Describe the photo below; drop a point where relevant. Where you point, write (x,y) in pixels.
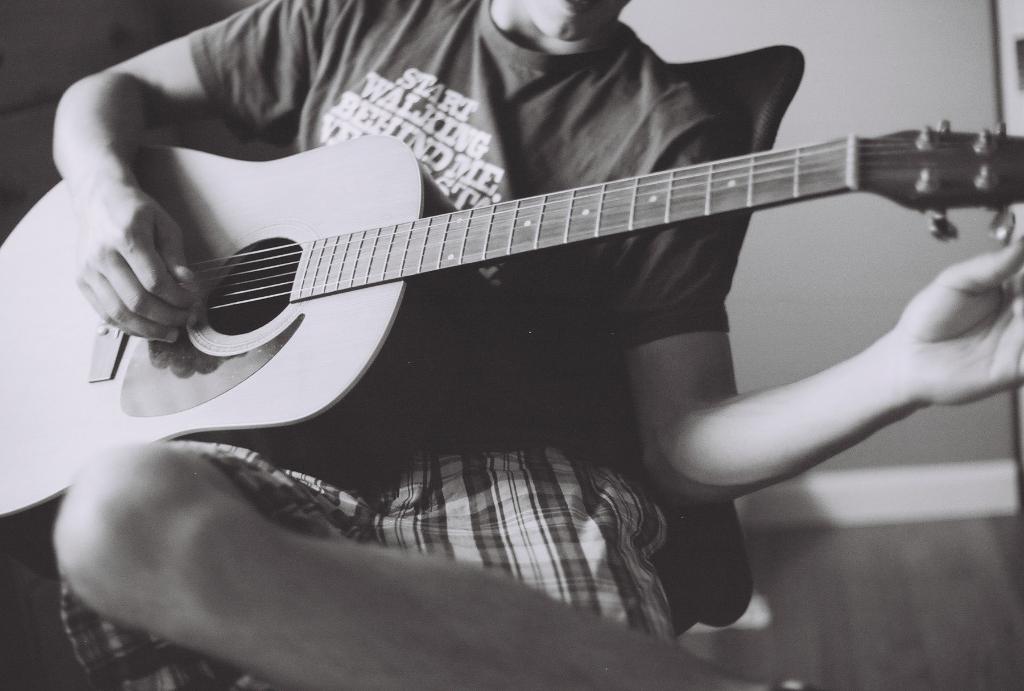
In the image there is a guy (470,334) playing guitar (745,165) sitting on a chair (758,114).
